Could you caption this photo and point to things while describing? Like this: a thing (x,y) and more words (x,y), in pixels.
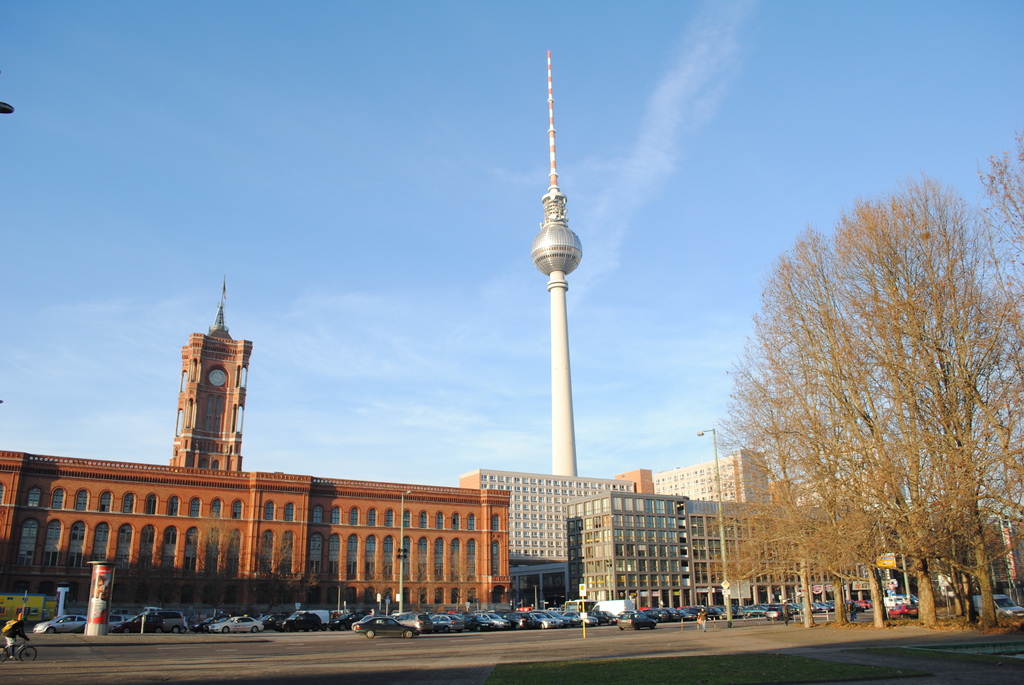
This is an outside view. At the bottom of the image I can see few vehicles (325,624) on the road (264,644). In the background (433,557) there are some buildings (471,557). On the right side (907,375) there are some trees (822,545). On the top of the image (202,140) I can see the sky (192,161).
